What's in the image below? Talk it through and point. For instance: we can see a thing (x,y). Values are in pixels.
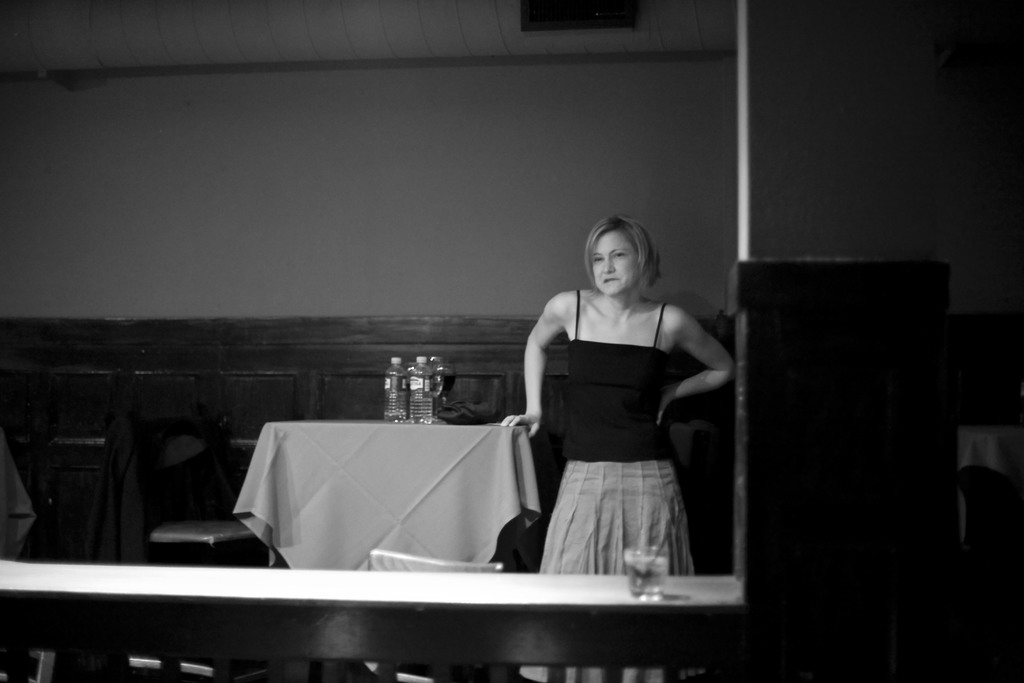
In this picture we can see a woman (528,395), beside her we can find few chairs (473,564) and bottles (421,401) on the table (456,440), at the bottom of the image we can see a glass (661,589) and it is a black and white photography.
